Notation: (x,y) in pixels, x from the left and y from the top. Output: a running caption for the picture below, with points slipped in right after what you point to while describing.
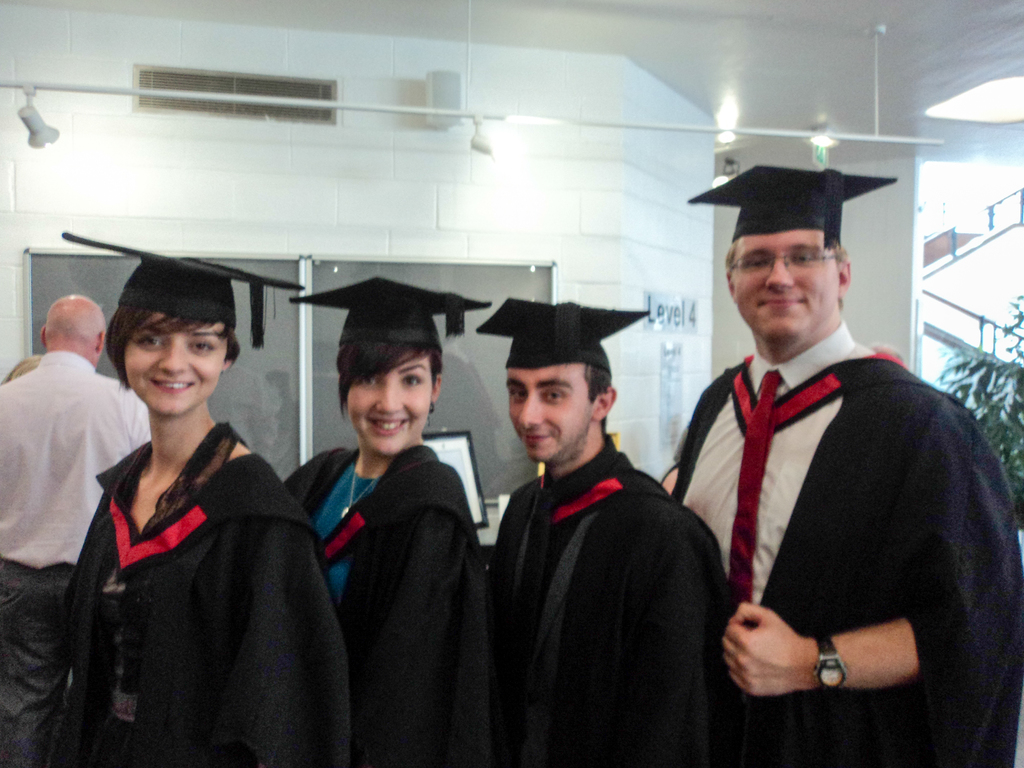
Front these four people (168,633) are standing and smiling. Background (467,446) we can see lights (821,131), monitor (481,514) and plant (1010,419).
